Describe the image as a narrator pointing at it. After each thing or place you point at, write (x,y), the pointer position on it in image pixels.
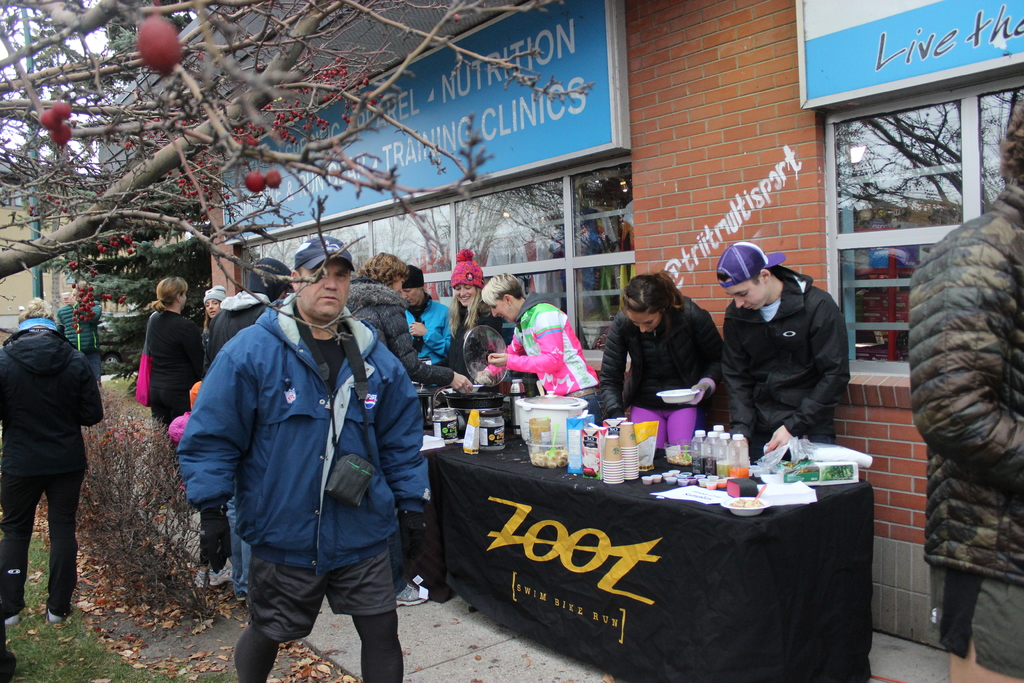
In this image in the center (364,358) there are group of persons (611,394) standing and walking and there is a table (507,451), on the table (527,461) there are objects (602,464), and the table (592,464) is covered with a black colour cloth (627,558) with some text (547,541) written on it. In the front (218,106) on the top left (192,91) there is a dry tree (194,117) and in the background (157,254) there are trees (146,266), there is a building (579,171) and there is a board (558,102) with some text (514,109) written on it. There is a window (539,238). In the center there are plants (112,482) and on the ground (52,652) there is grass (92,651) and there are dry leaves (105,599).
